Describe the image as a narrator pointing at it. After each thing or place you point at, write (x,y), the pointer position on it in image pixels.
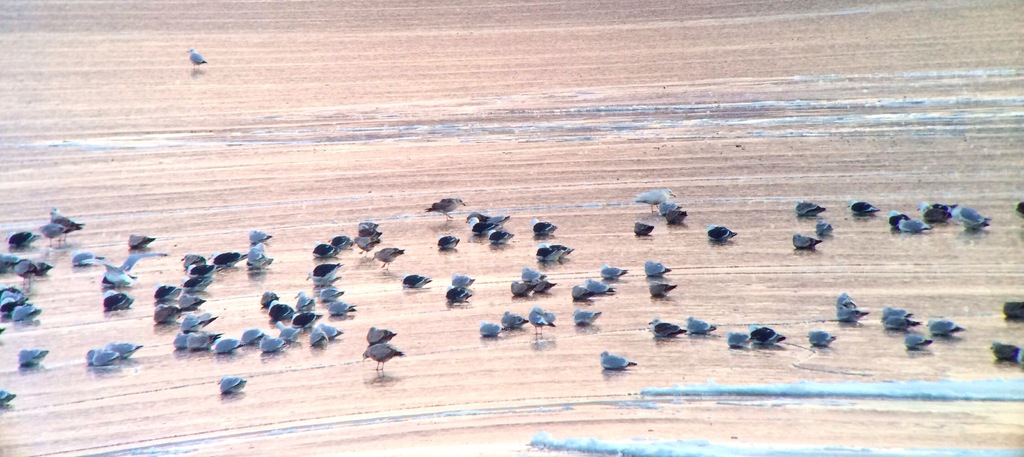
In the image we can see water (536,119) and there are many birds (461,293).
